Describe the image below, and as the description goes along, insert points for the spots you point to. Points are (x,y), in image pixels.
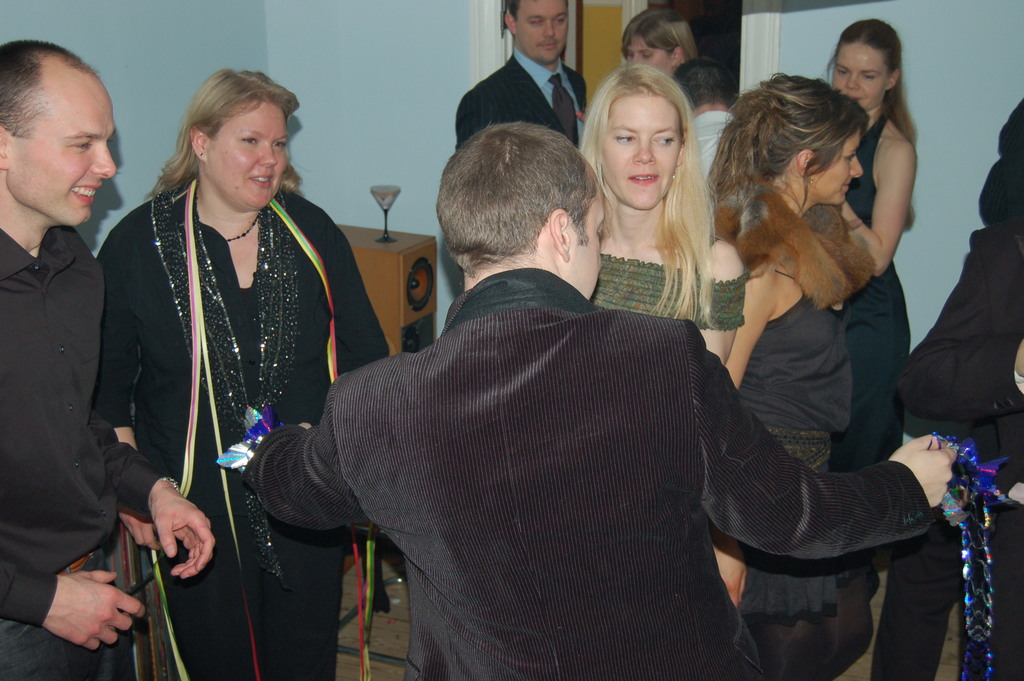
There are people (889,180). In the background (399,168) we can see glass (385,212) on speaker (406,248) and we can see wall (255,52).
